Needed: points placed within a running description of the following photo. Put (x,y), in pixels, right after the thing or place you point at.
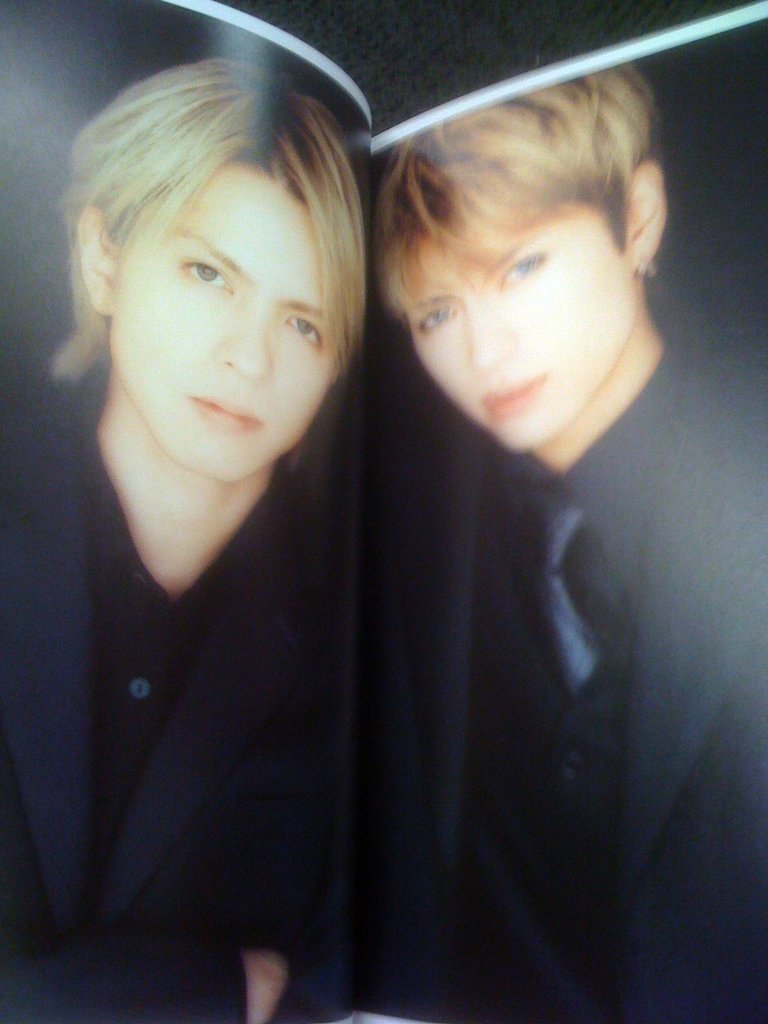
In the picture I can see two photos (337,643) of two people (291,695). These people (587,560) are wearing clothes (324,876). The background of the image (418,9) is dark.
